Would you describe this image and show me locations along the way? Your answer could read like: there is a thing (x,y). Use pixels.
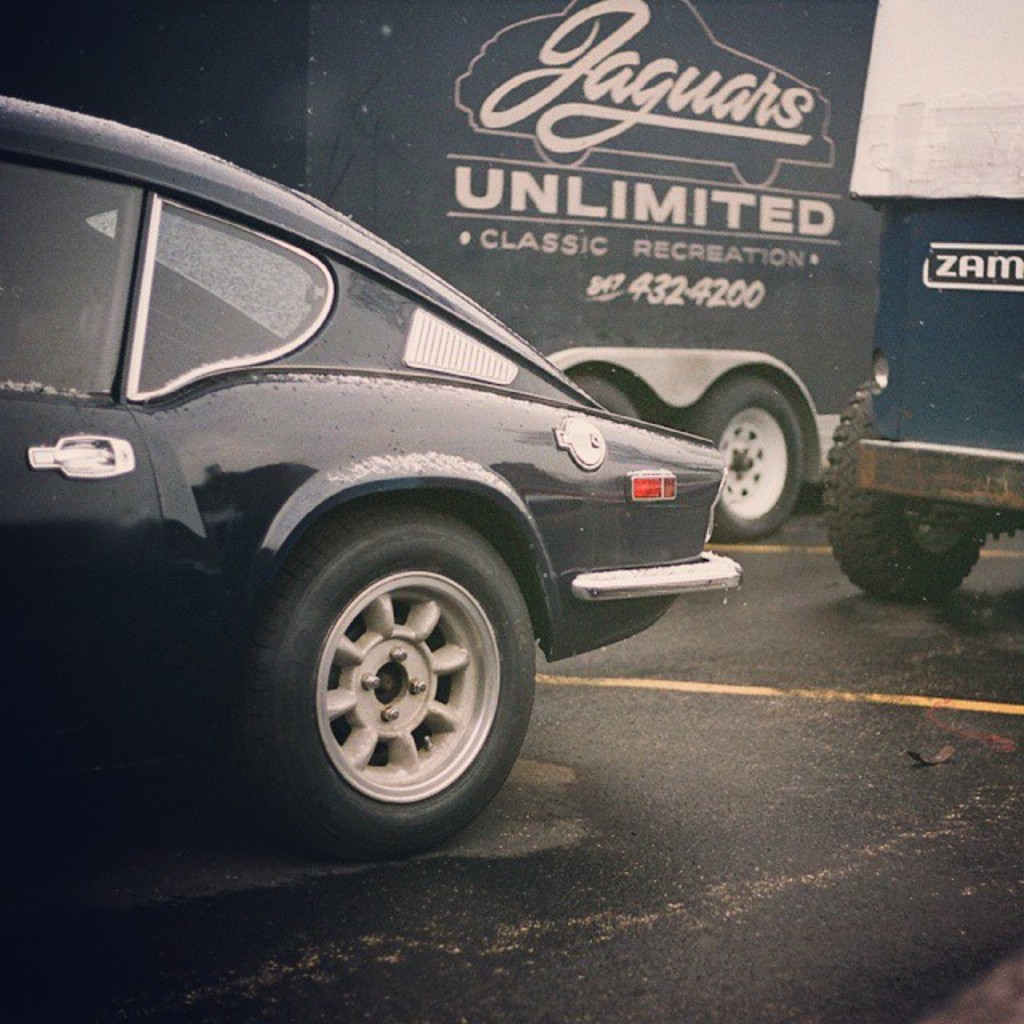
In this image we can see the car (77,536) on the road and it is on the left side (330,330). Here we can see two vehicles (735,137) on the road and they are on the right side (854,443).
